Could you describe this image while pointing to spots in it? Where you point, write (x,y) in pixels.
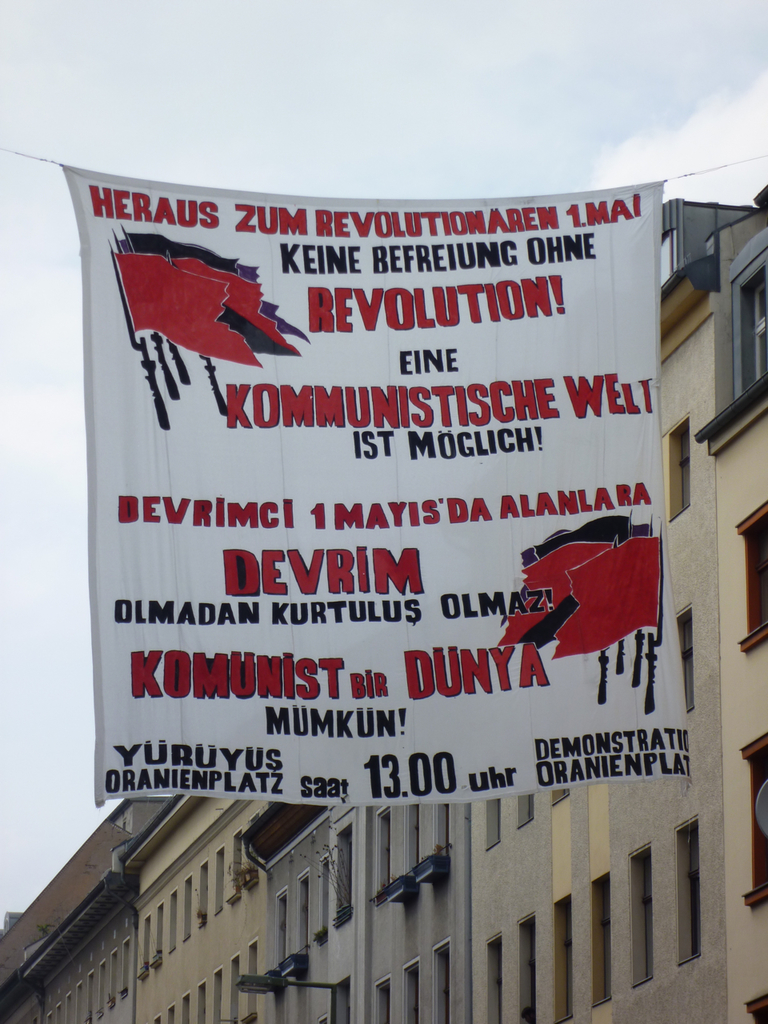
In this image, there are a few buildings (287,925). We can see a banner (387,511) with some text (316,323) and images (547,569) on it. We can see the sky (346,146).
